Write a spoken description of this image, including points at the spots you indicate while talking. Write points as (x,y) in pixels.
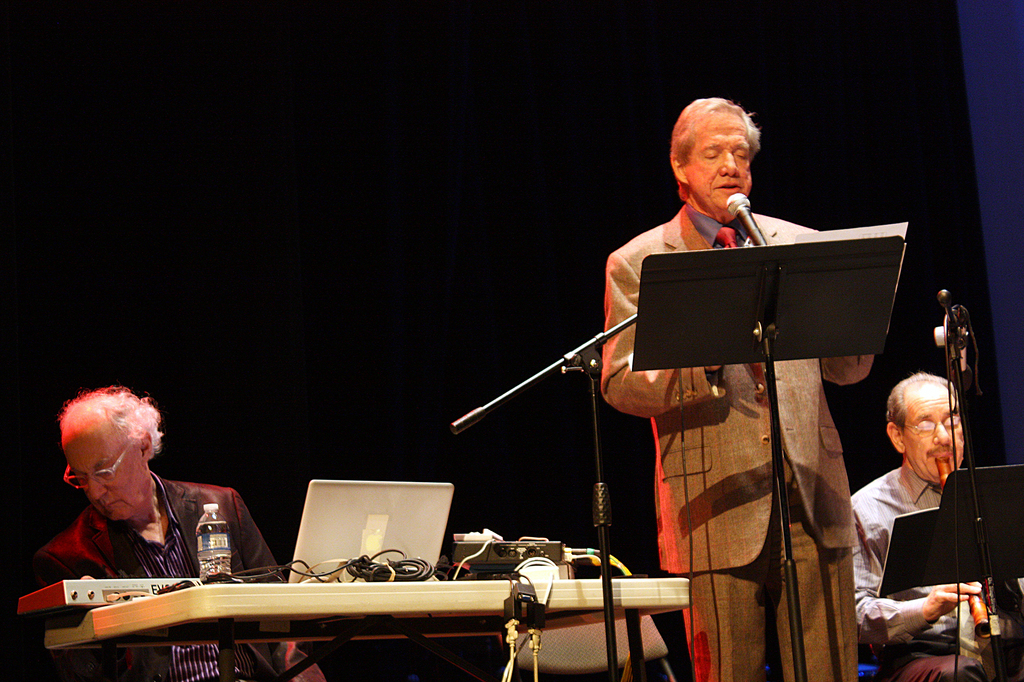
This is the man (690,378) standing. He wore a suit (693,409), shirt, tie (729,246) and trouser (735,623). This looks like a music stand (691,320). There is a mike (744,219) attached to the mike stand (606,616). I can see two men (176,490) sitting. This looks like a table (171,624) with a laptop (353,542), water bottle (217,569), piano (110,584), cable (420,569) and few other things (479,551) on it. This man (880,530) is playing the musical instrument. The background (827,172) looks dark.
